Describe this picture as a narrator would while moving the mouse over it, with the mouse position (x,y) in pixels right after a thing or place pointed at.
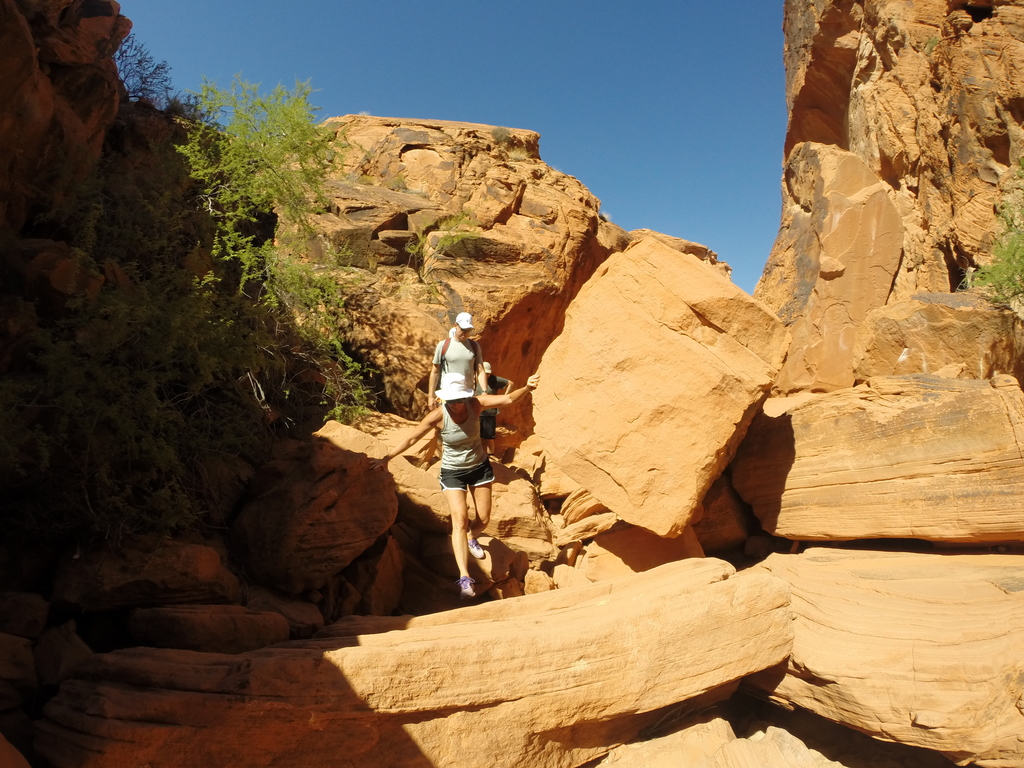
In this picture I can see few persons (440,377). There are rocks (708,385), trees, and in the background (581,169) there is the sky (710,90).
